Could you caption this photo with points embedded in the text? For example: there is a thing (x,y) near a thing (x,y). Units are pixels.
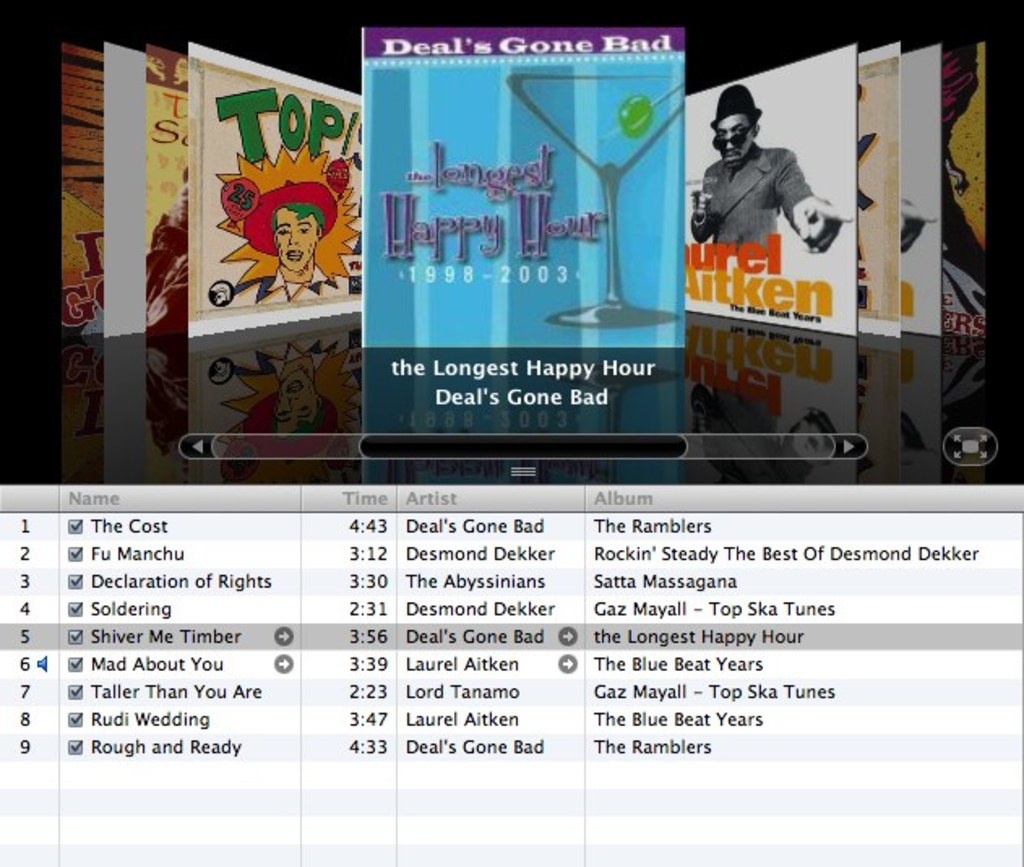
In this image I can see a screenshot. I can see a person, cartoon picture (228,301), few objects (544,96) and something is written on it. Background (23,81) is in black color.
